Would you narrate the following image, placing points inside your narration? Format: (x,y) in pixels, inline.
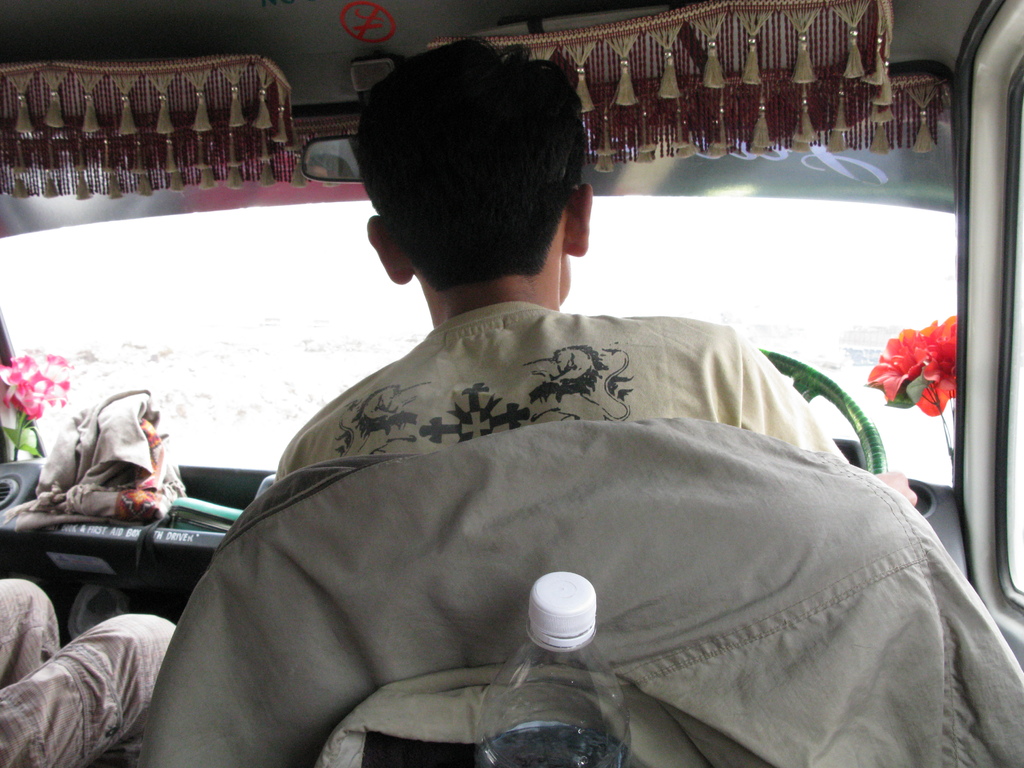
In this image there are two persons (363,400) sitting inside a vehicle (460,10). In the center (557,356), there is a person (564,274) wearing cream shirt (574,326). In front of him there is a steering (804,368) and behind him there is a bottle (559,577). Towards the right (921,373) there is a plastic flower (940,332), towards the left (0,749) there is another person (15,749) sitting besides him. Towards the left corner (58,486) there is another plastic flower (21,427) and a cloth (102,403).
